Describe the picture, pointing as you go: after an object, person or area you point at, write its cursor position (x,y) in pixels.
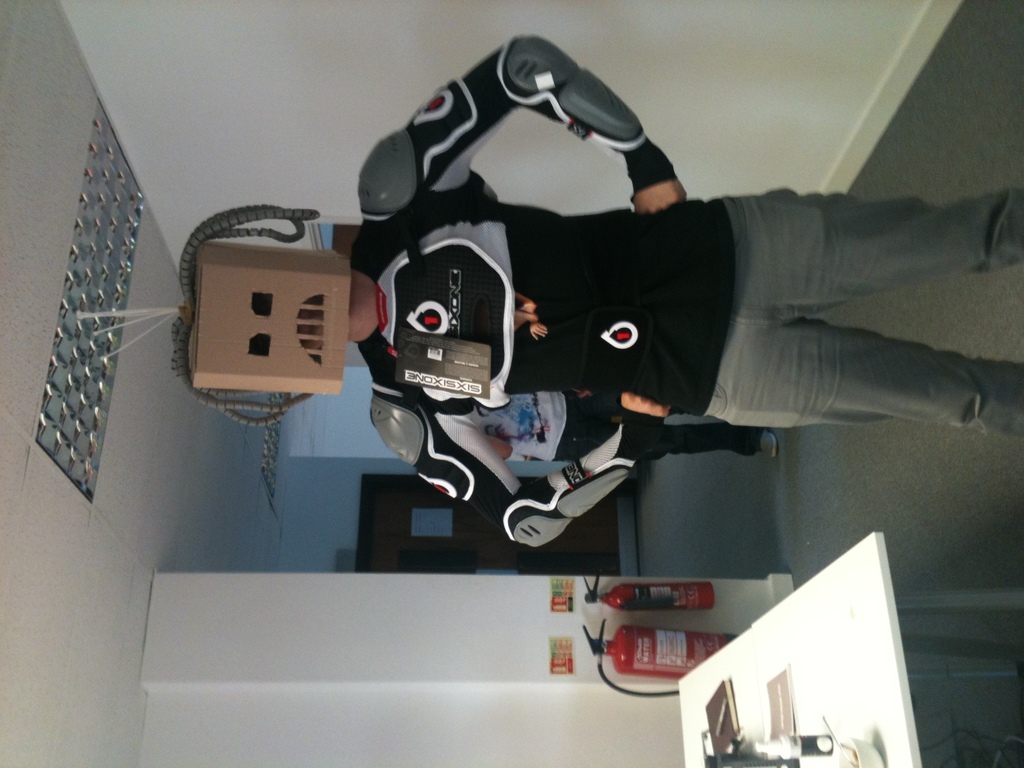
In the center of the image (482,259) there is a person (560,524) wearing a mask (329,264). There is a table (816,587) on which there are objects (754,746). There is a fire extinguisher (673,608) on the wall (414,671). At the top of the image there is a ceiling (0,305) with lights (107,372).
